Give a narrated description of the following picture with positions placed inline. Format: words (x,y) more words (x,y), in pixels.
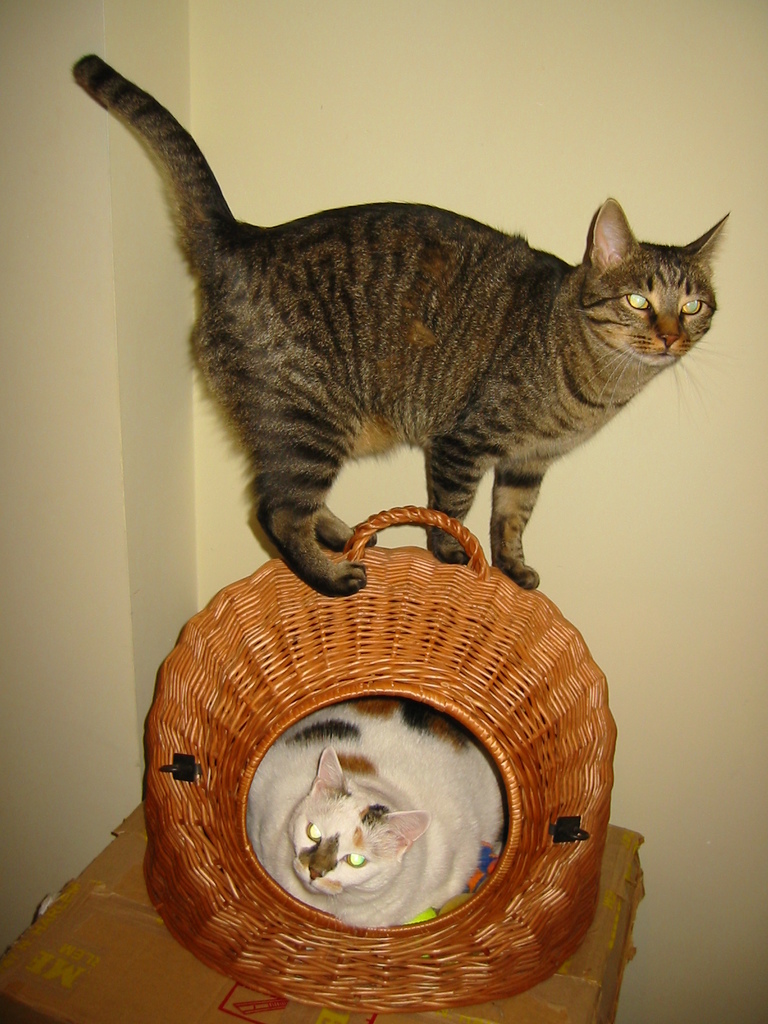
In this picture I can see a cardboard box (262,1011), there is a cat (394,704) in a basket (272,902), there is another cat (363,413) standing on the basket (526,608), and in the background (758,181) there is a wall (340,81).
